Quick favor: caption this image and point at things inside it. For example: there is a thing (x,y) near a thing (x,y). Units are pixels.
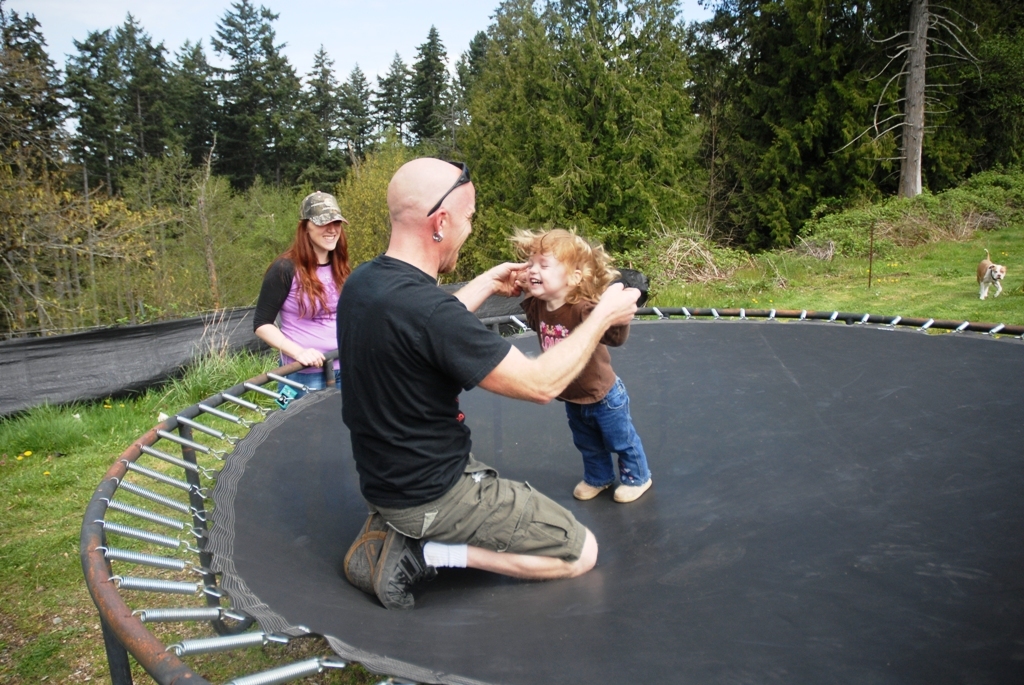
In this picture, we see a man (402,399) is sitting on the trampoline (220,504). The girl (598,277) in brown T-shirt (578,364) is standing on the trampoline (536,436). Both of them are smiling. Beside them, the woman (303,279) in pink T-shirt (300,318) is standing and she is smiling. At the bottom (66,463), we see the grass (61,470). Behind her, we see a sheet (143,334) in black color. There are trees (706,153) in the background (776,215). On the right side (984,296), we see a dog (990,264).
